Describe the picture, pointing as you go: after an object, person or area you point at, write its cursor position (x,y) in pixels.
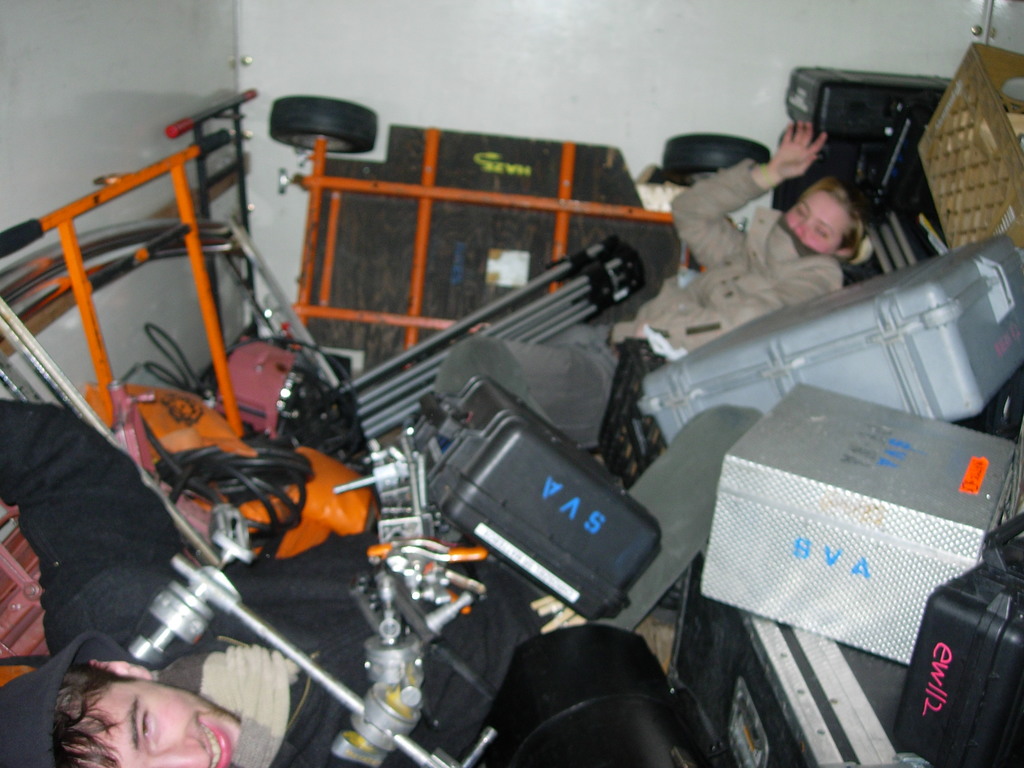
This picture might be taken inside the room (584,526). In this image, on the right side (771,295), we can see a person (788,291) lying, we can also see some boxes (852,477). On the left side (183,566), we can also see few rods (202,307). On the left corner (241,570), we can also see a person (271,606) lying. In the middle of the image (508,481), we can see few boxes (541,505), rods (528,328) and a vehicle (466,181). In the background (628,28), we can see a wall (731,35) which is in white color.
